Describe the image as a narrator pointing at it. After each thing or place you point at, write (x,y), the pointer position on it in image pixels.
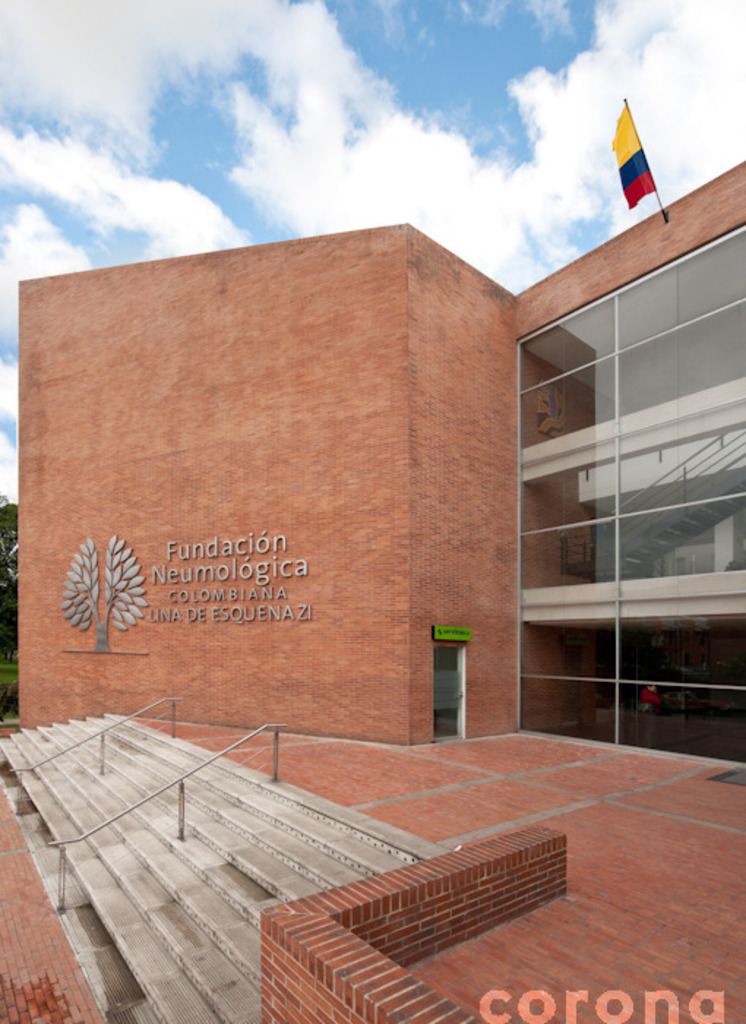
In this picture I can see the building (456,601). On the right (696,327) I can see the glass partition (671,638) and flag (641,198). On the left (40,822) I can see the trees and stairs (113,832). At the top (412,93) I can see the sky (379,115) and clouds (613,44). In the bottom right corner (574,996) there is a watermark (624,996).
